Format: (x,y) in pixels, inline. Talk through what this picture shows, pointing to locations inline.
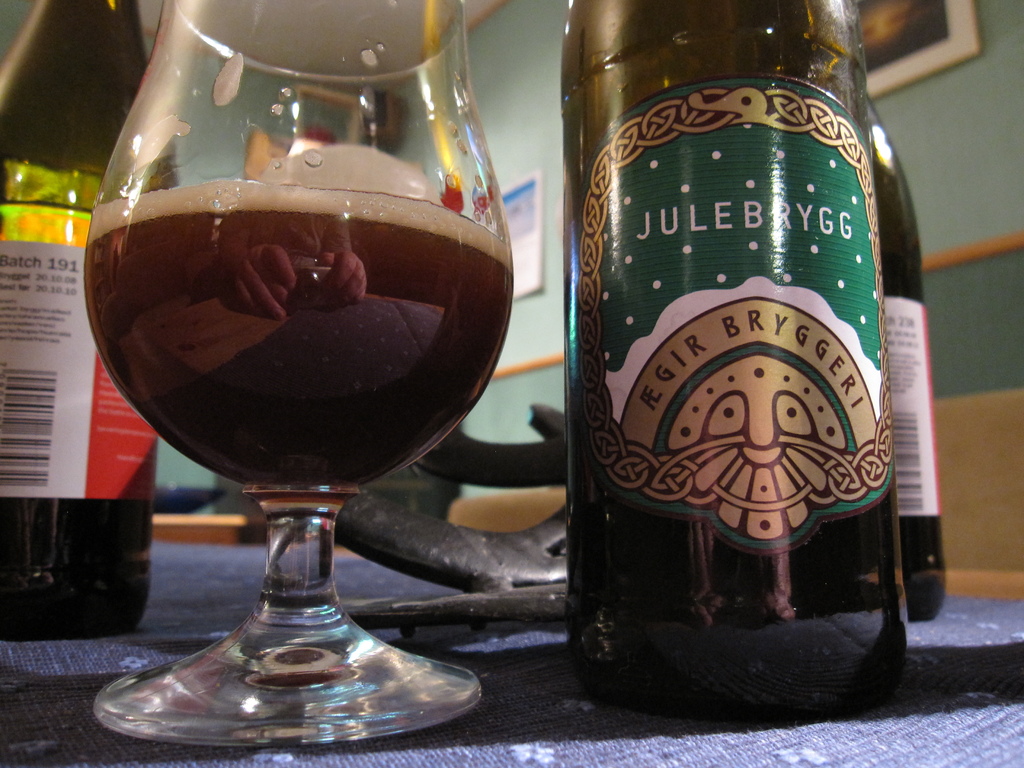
In this image I can see the bottles (698,386) and a glass (474,226). In the background (970,41) there are frames (970,41) attached to the wall (1005,1).
